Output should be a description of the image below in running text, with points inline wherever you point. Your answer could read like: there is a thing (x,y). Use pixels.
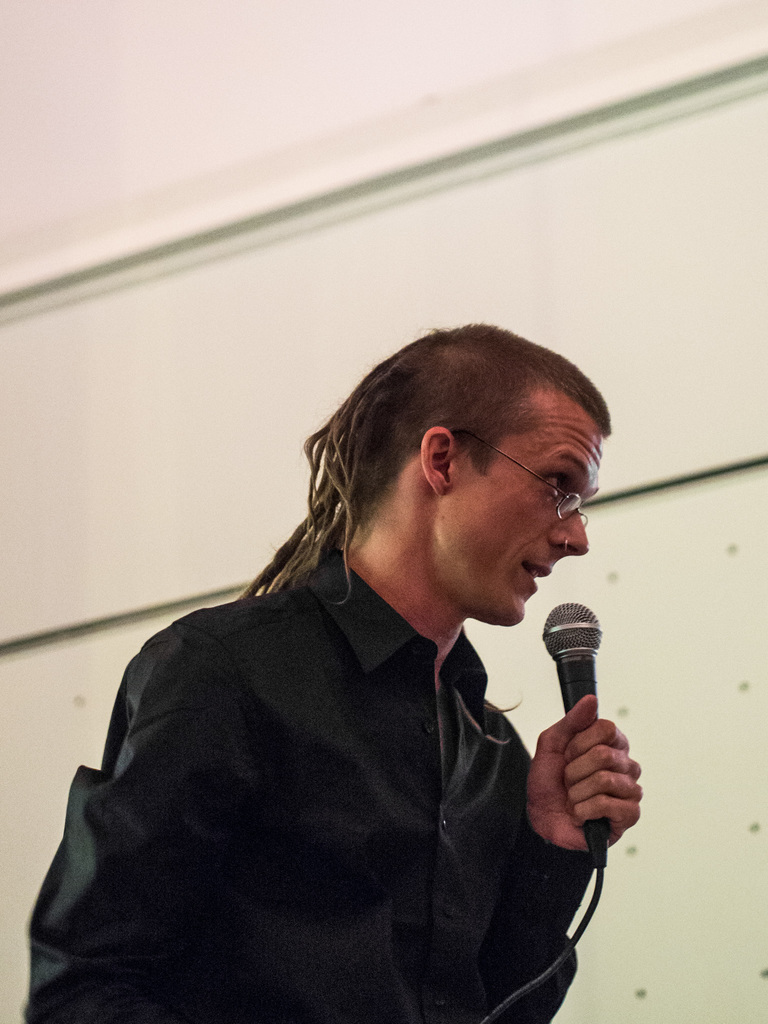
The man (360,666) in the middle of the picture (371,649) wearing black shirt (387,796) and spectacles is holding a microphone (574,656) in his hand (596,792). He is talking on the microphone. Behind him, we see a wall (376,257) which is white in color.
